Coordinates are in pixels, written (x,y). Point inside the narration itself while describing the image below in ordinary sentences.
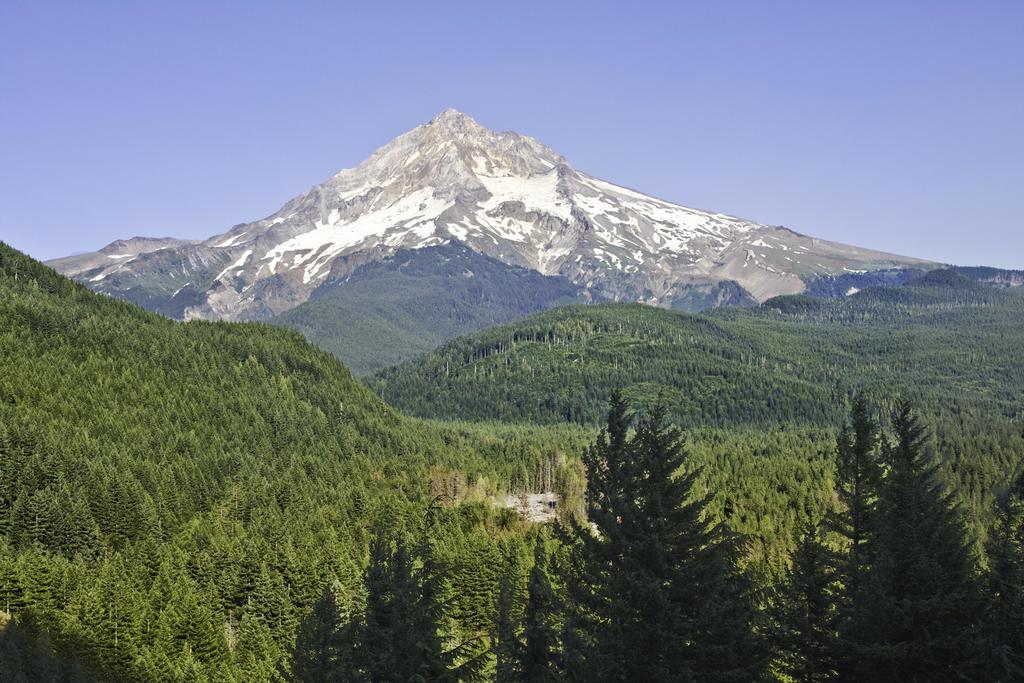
In this image I can see number of trees (603,414), mountain (488,226) and the sky (343,159) in background (412,101).
